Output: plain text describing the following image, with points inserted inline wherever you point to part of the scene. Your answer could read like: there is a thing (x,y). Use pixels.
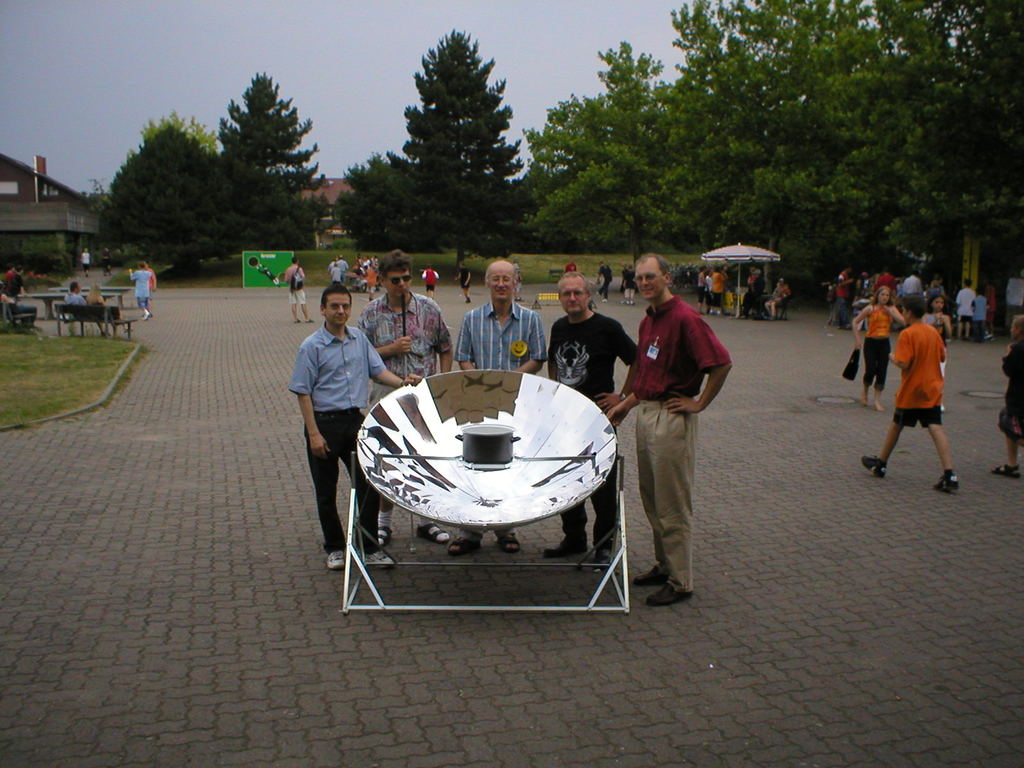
Here there are many trees (664,120) and the sky (379,34) looks cloudy, and there is building (44,216) in the background (41,207). And here there is a board (272,270) and also there are many people (341,274) roaming here and there, and there is tent (739,254) below which there are few people (771,296) and there are five men (592,341) standing in front (669,386) facing towards the camera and also there is a bench (90,316) where two people (80,297) sitting over it.
